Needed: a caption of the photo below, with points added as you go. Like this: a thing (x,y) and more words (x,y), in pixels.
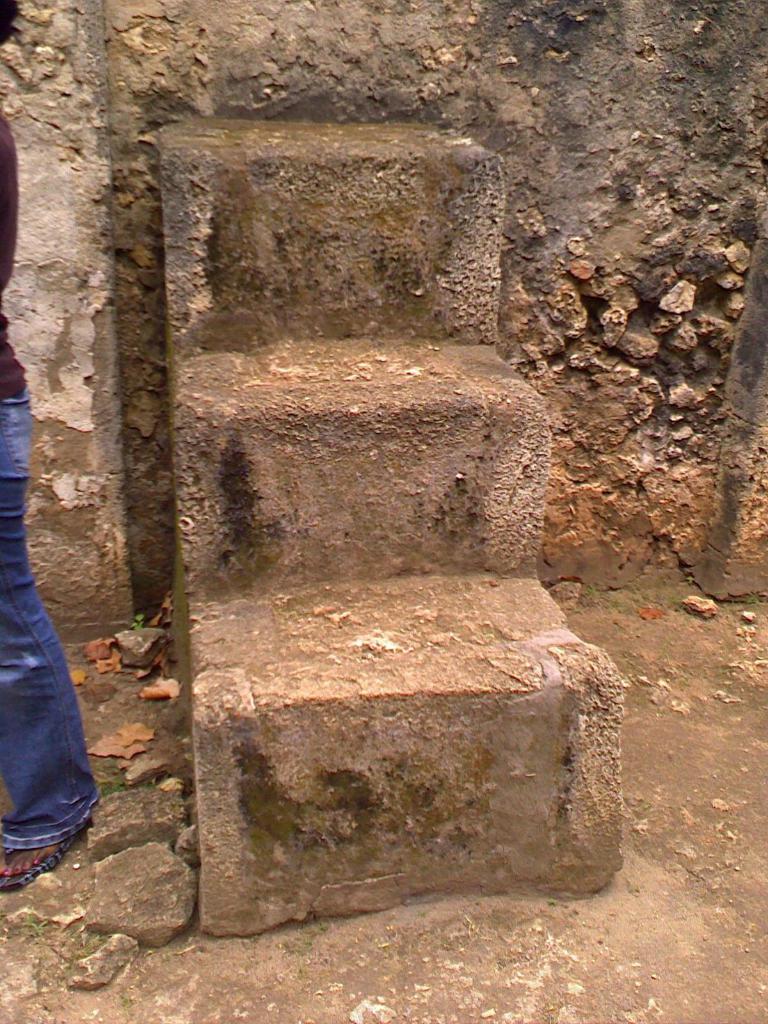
Here we can see three steps (360,322) on the wall (286,35) and this is a wall (103,388). On the left (22,626) we can see a person (69,780) and small stones (113,815) on the ground (72,996).
